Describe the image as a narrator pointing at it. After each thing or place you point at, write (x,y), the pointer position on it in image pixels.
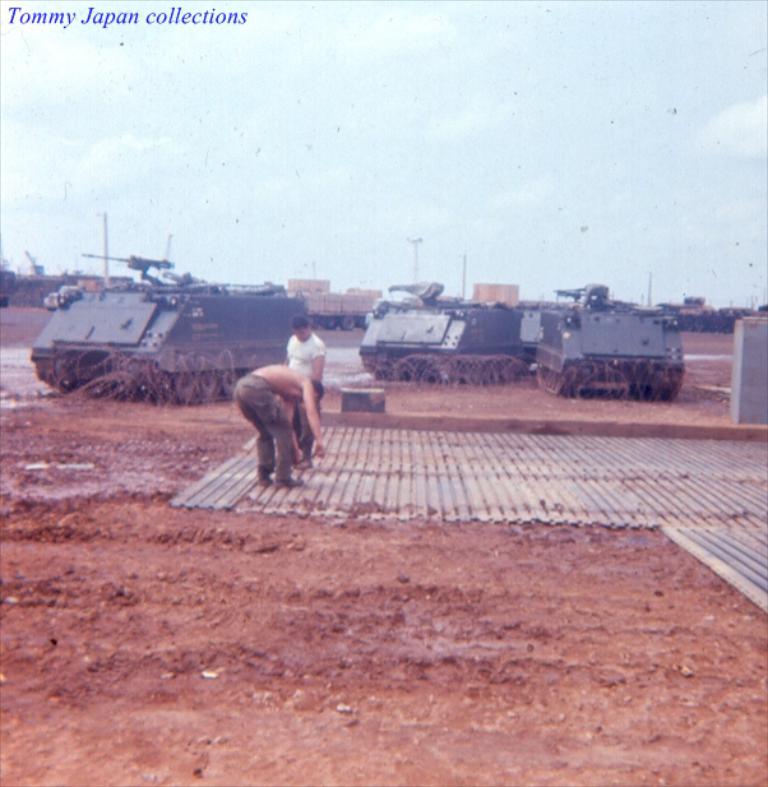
In this image in the center (299,348) there are two persons (288,422) and they are doing something. At the bottom (168,689) there are some poles (360,475) and mud (475,552), and in the background (454,337) there are some vehicles (279,318), poles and wall (767,357). At the top of the image (525,106) there is sky (329,73) and also i can see some text (151,16).
